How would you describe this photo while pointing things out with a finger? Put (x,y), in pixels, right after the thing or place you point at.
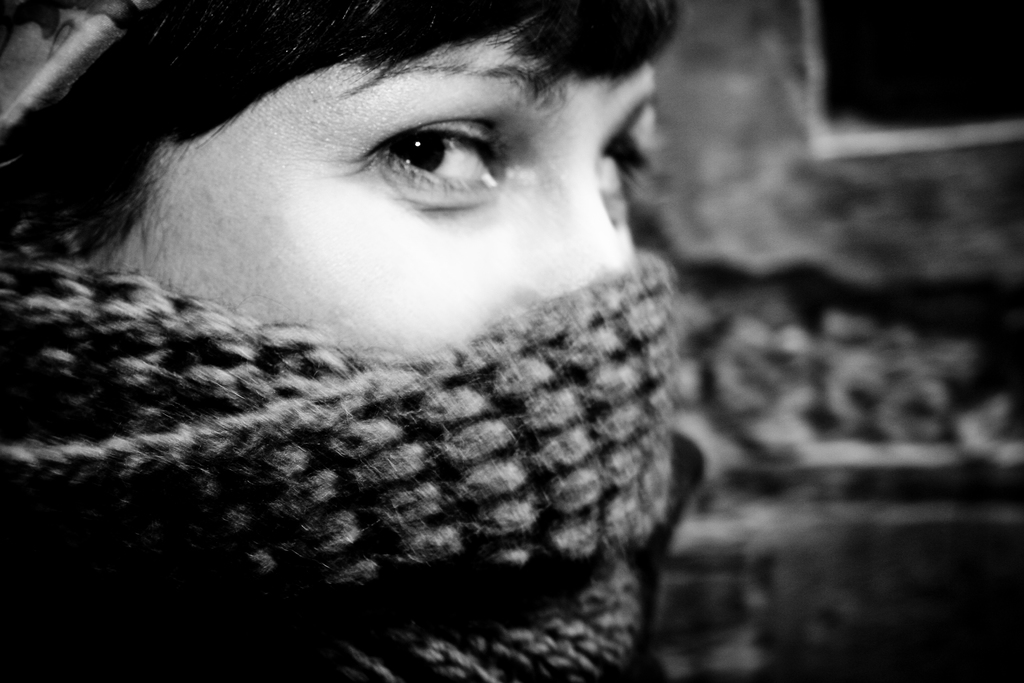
On the left side (235,459), there is a person (407,0) having a scarf (578,339) partially on the face (458,298). And the background is blurred.
